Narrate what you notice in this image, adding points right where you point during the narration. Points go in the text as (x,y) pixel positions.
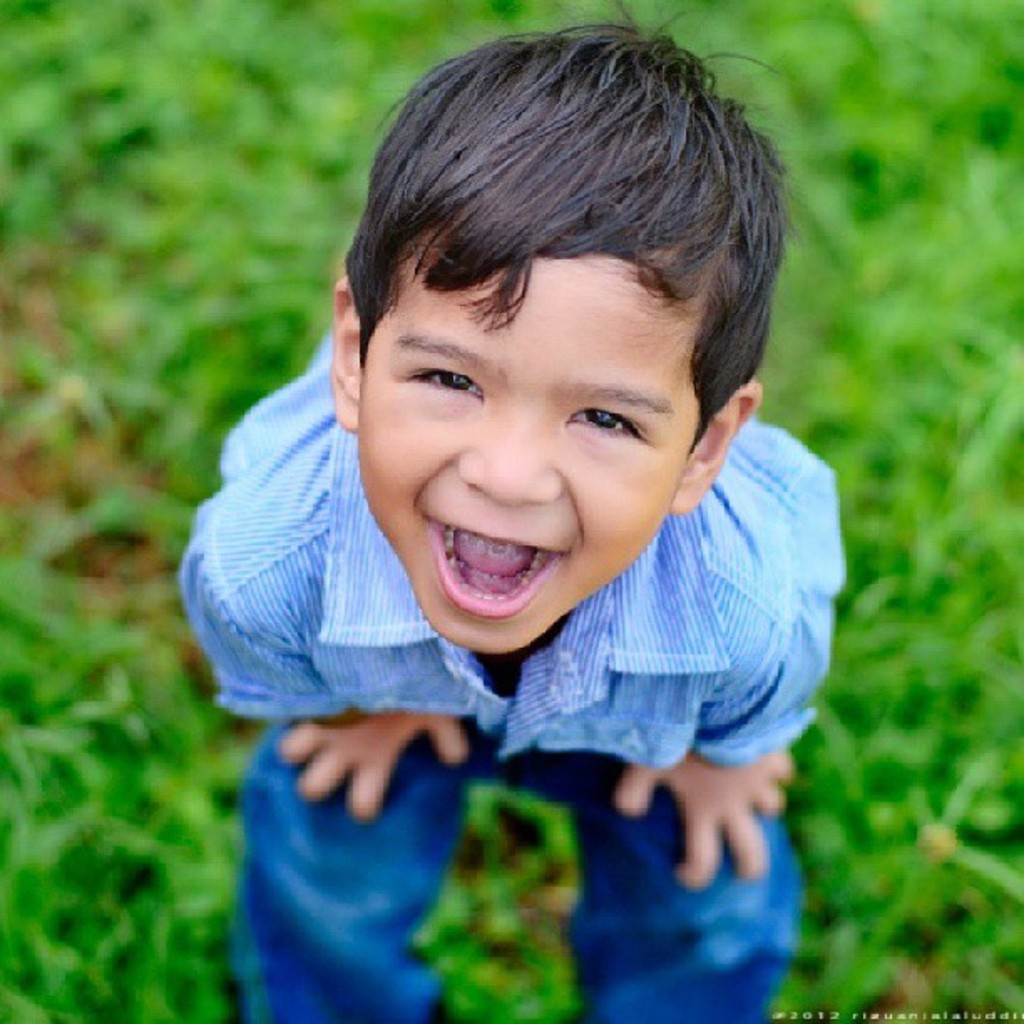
In this picture I can see a boy (561,591) with a smile (515,608) standing on a grass (481,872).
